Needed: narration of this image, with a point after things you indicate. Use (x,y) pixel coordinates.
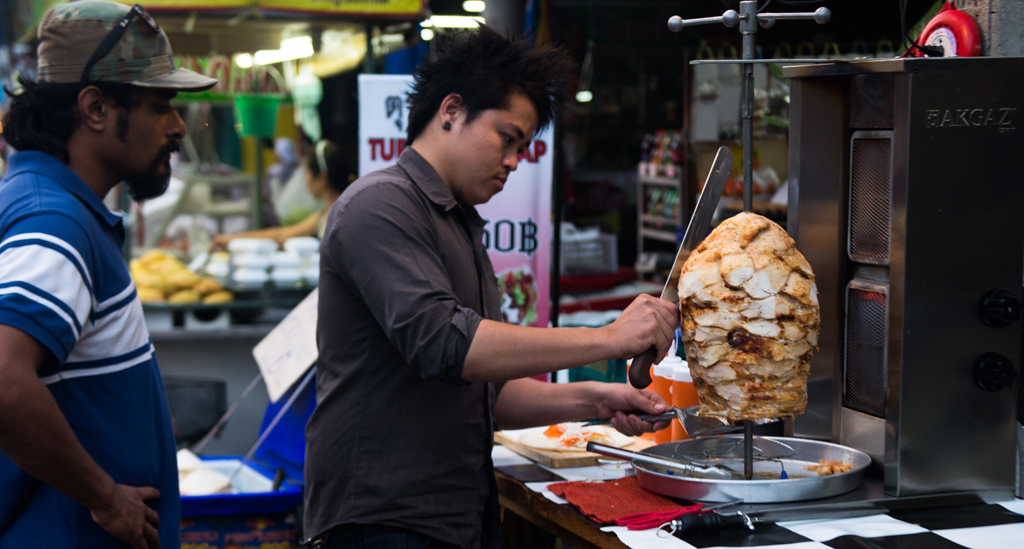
In the picture I can see two people (55,297), around we can see so many things (566,271).
